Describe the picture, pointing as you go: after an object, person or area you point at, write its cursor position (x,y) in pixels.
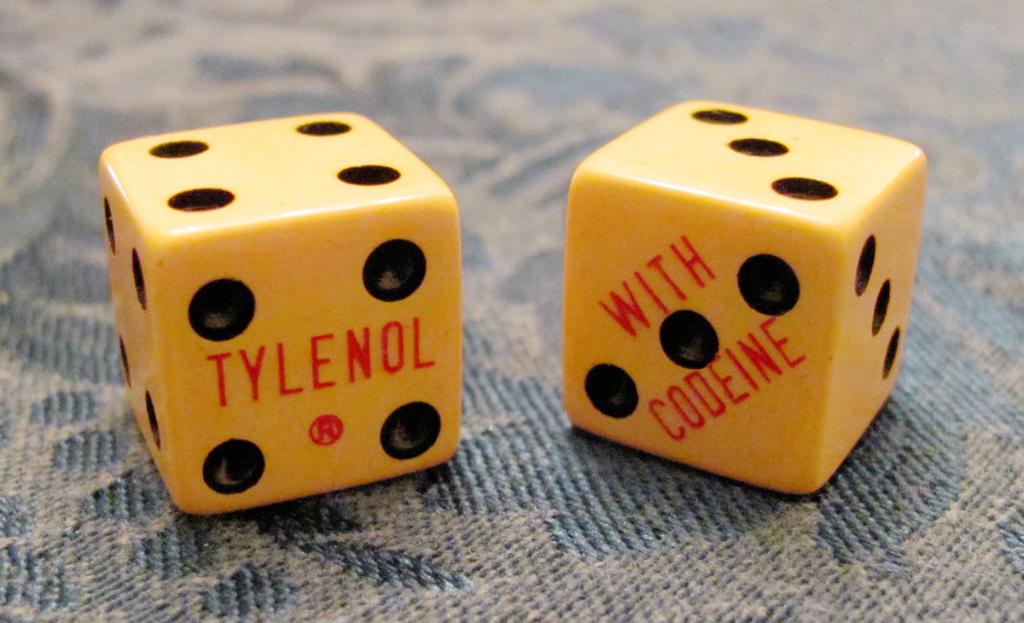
There are two yellow color dice (341,192) on the cloth (672,535). There are red color texts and black color dots (213,190) on these dice (809,226). And the background (81,74) is blurred.
